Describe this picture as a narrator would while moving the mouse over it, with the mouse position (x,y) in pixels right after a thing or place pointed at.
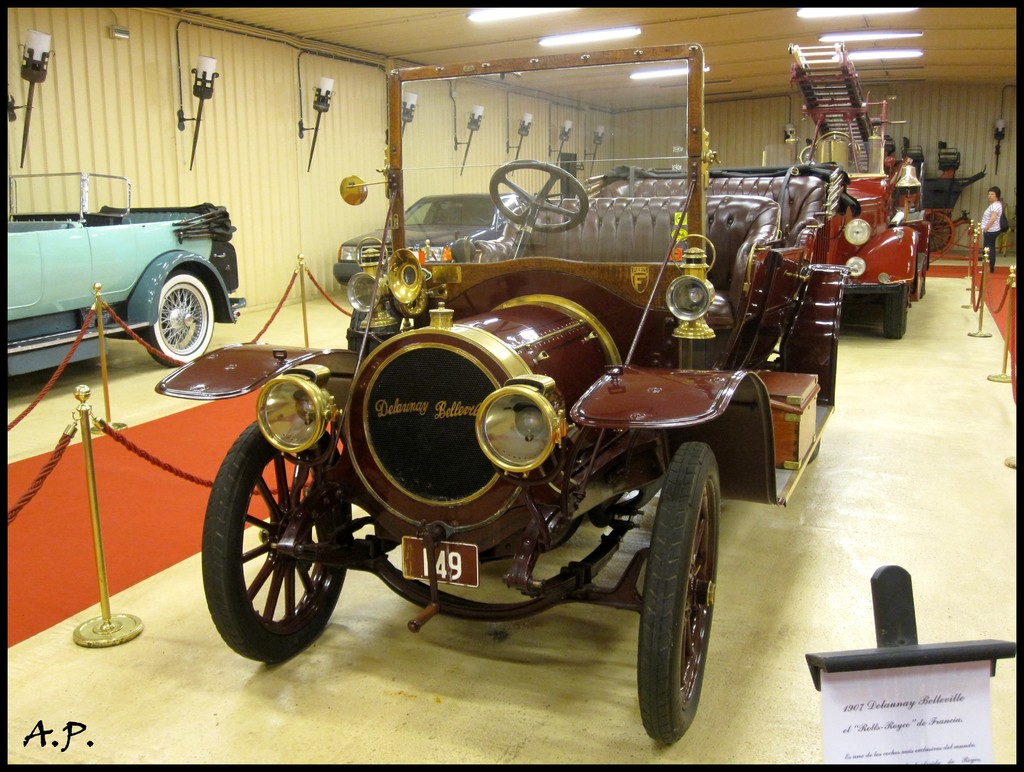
In this image cars (835,373) are parked on the floor (979,399). Around the cars (321,375) fencing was done. On top of the roof (651,43) there are lights (877,56).
